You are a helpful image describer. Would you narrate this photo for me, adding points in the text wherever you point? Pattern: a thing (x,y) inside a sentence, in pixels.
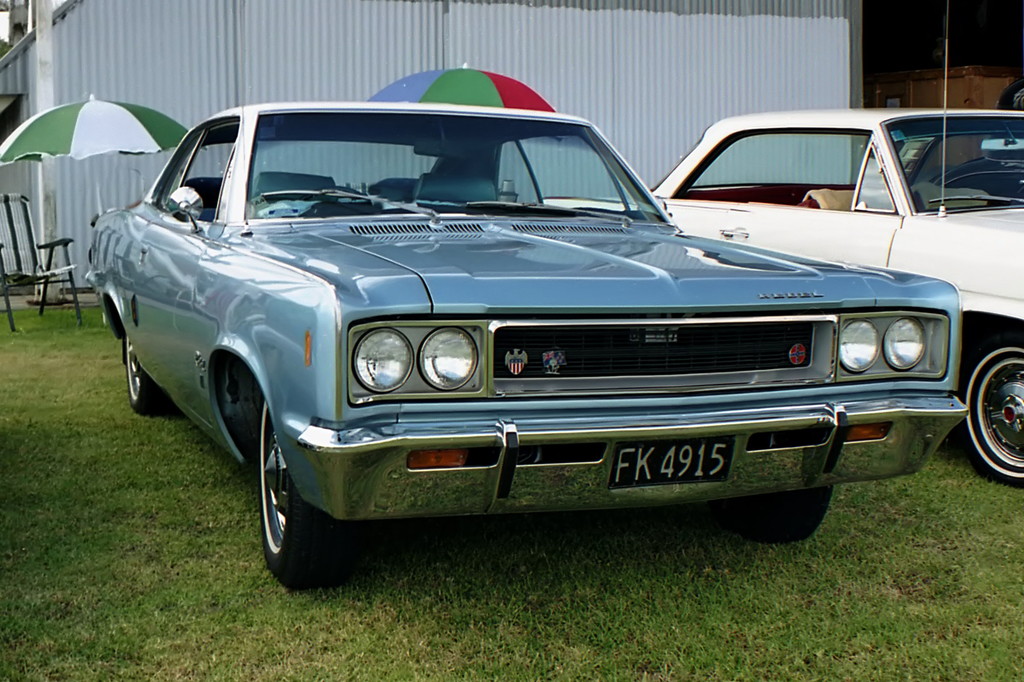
We can see cars (626,390) on the grass (164,440). In the background (16,127) we can see chair (1,217), umbrellas (457,74), wall (93,15) and pole (43,41).
